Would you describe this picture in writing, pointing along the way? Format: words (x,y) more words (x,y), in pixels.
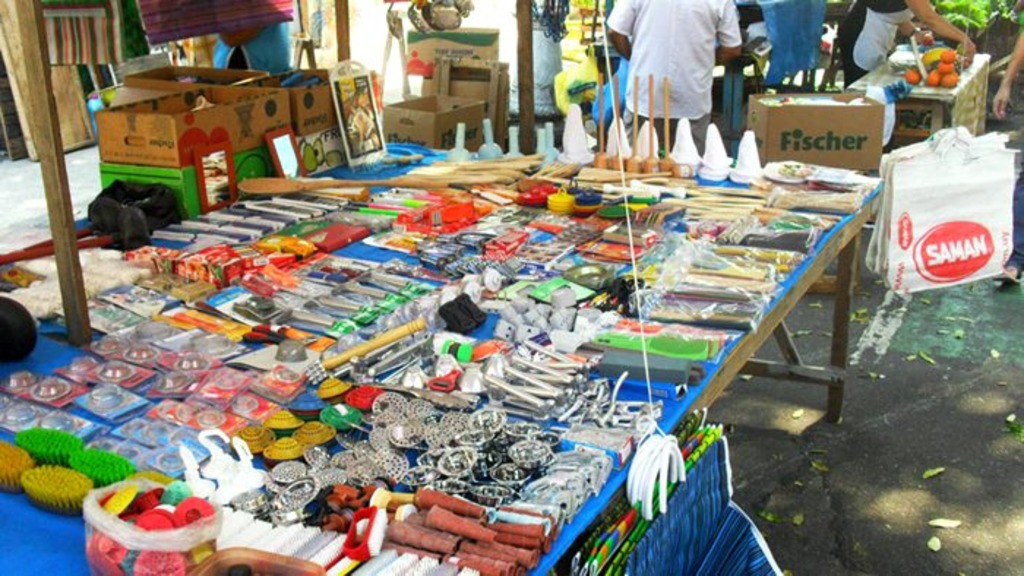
In this picture we can see people (892,22), here we can see boxes (191,182), mirrors (218,158), brushes (32,440) and some objects (261,324).
